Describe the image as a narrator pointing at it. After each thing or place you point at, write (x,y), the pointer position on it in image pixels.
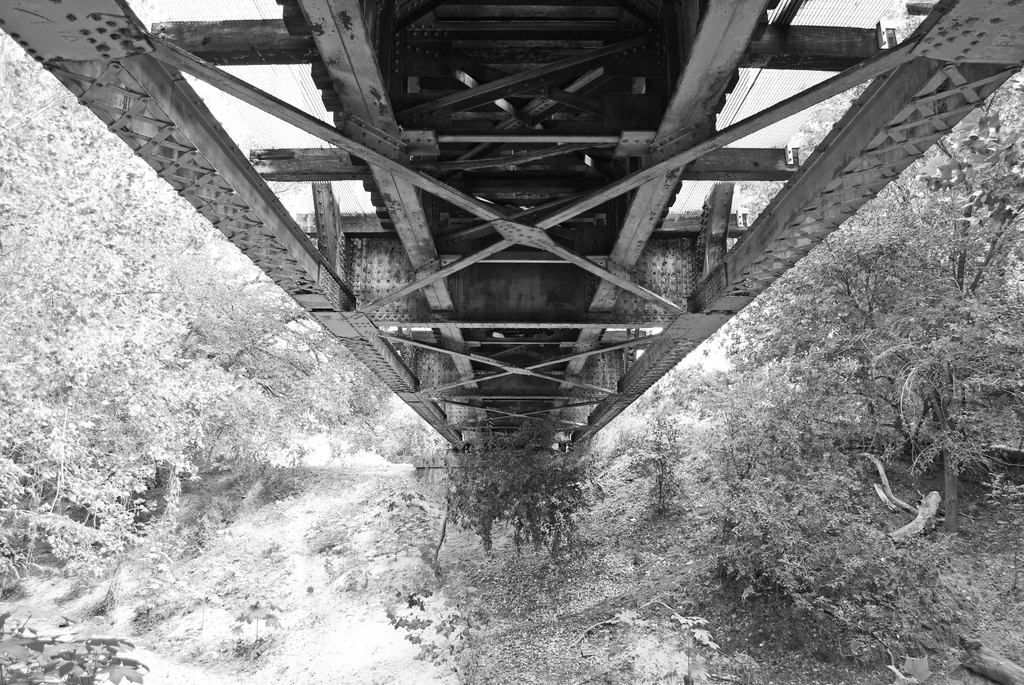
In this image we can see a bridge (573,281). There are many trees (194,331) and plants (891,409) in the image.
